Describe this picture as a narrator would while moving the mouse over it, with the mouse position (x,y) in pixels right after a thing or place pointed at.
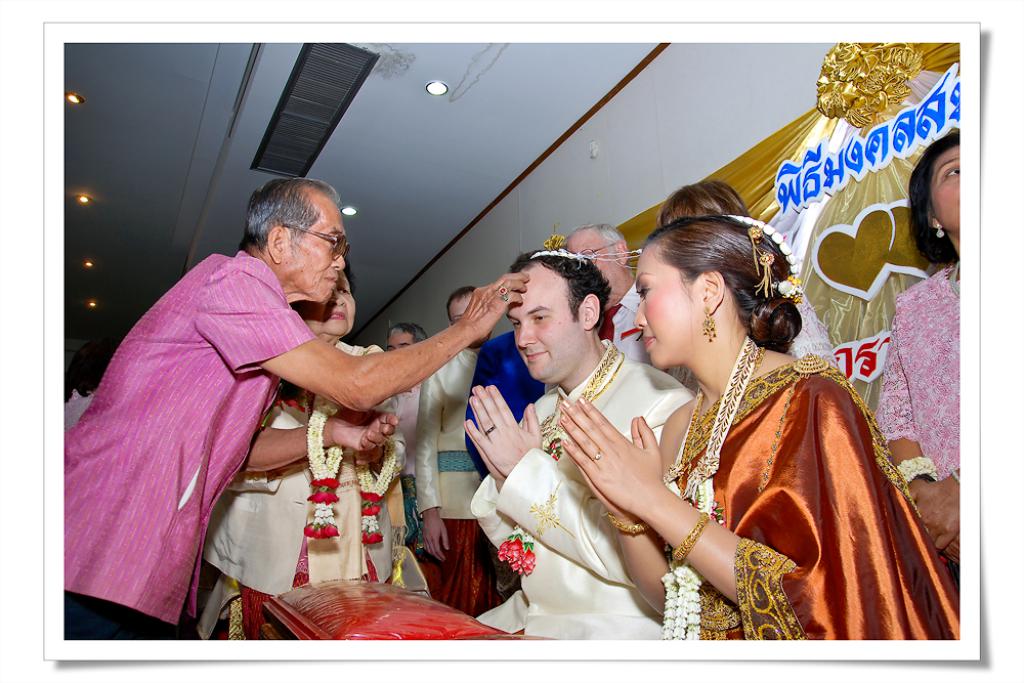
In this image I can see few persons (572,336) and there is a design banner (775,157) attached to the wall (624,180) on the right side (906,167) at the top (161,107) there is a roof (524,79) on which I can see lights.
